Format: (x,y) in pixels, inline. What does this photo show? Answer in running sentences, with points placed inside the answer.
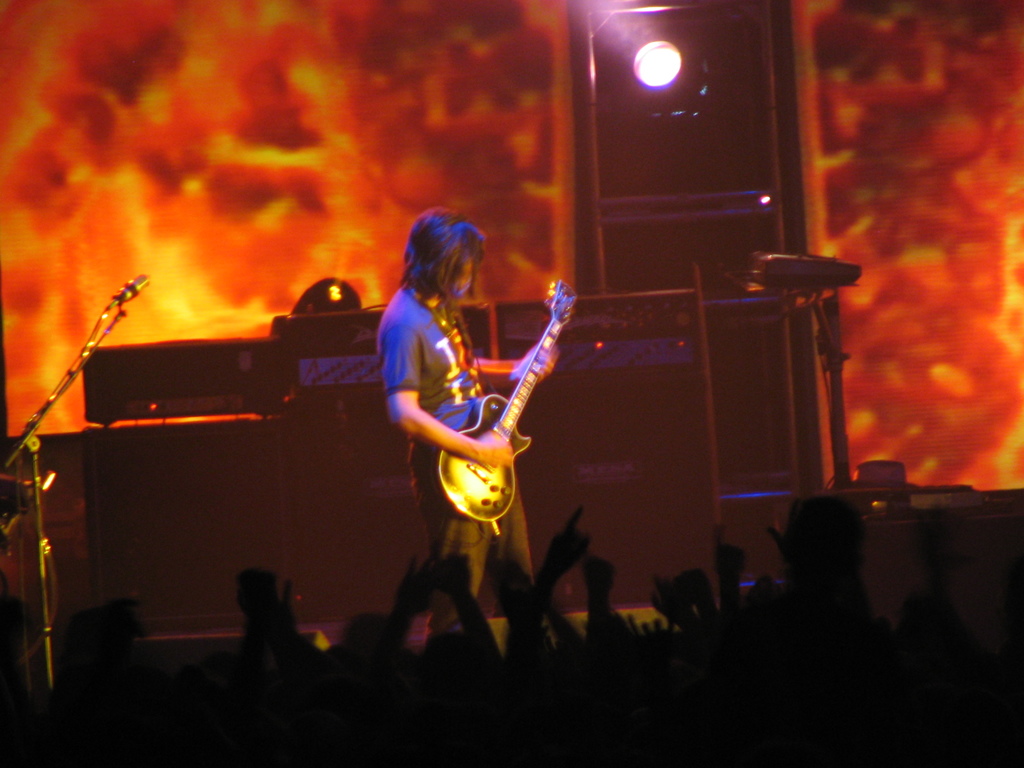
Here we can see a man (471,385) who is playing guitar (517,418). This is light (650,82) and there is a mike (141,289). Here we can see some musical instruments (647,341). On the background (269,186) there is a screen (359,111). Here we can see some persons (457,740).
